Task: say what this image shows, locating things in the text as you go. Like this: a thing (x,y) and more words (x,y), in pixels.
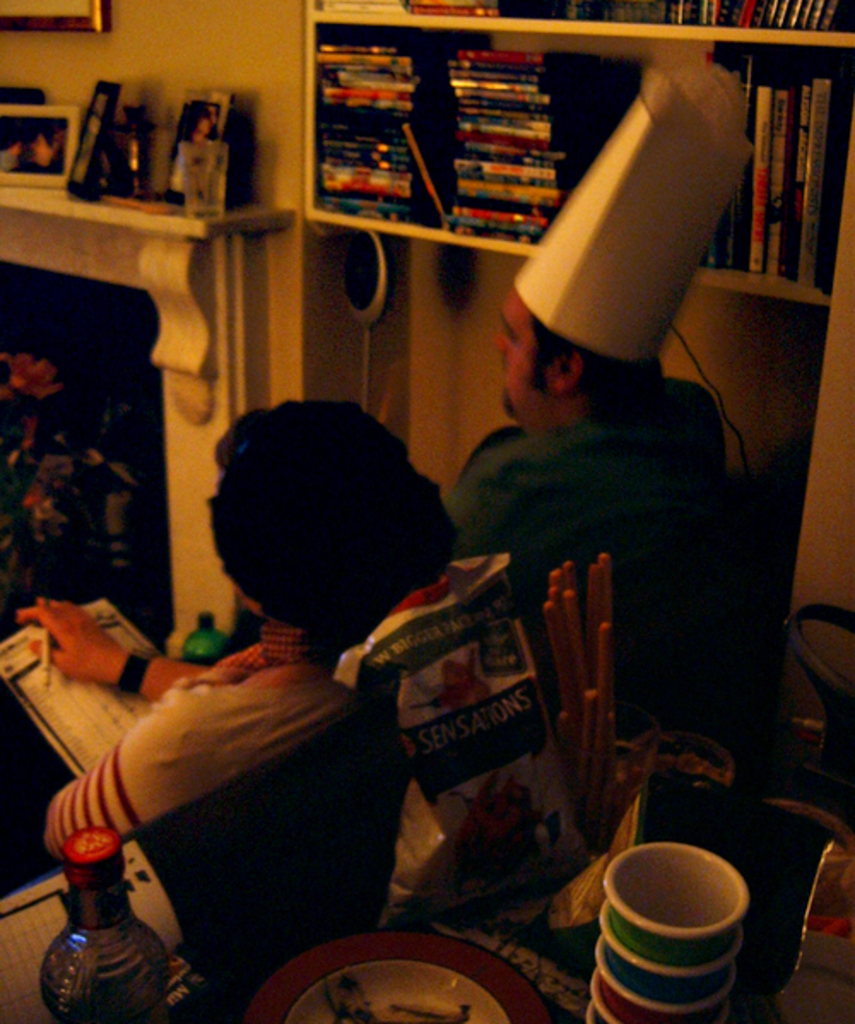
In this image in front (269,1007) there is a table (577,964) and on top of the table (537,978) there are cups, plate (285,1008), bottle (63,983) and few other objects (603,671). There are two people (410,579) sitting on the chairs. Beside them there are books (505,144) in the shelves (307,160). On the left side of the image (23,539) there are plants (24,443). There is a fire place (125,256) and on top of it there are photo frames (59,173). In the background of the image (159,55) there is a wall (182,31) with the photo frame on it.
